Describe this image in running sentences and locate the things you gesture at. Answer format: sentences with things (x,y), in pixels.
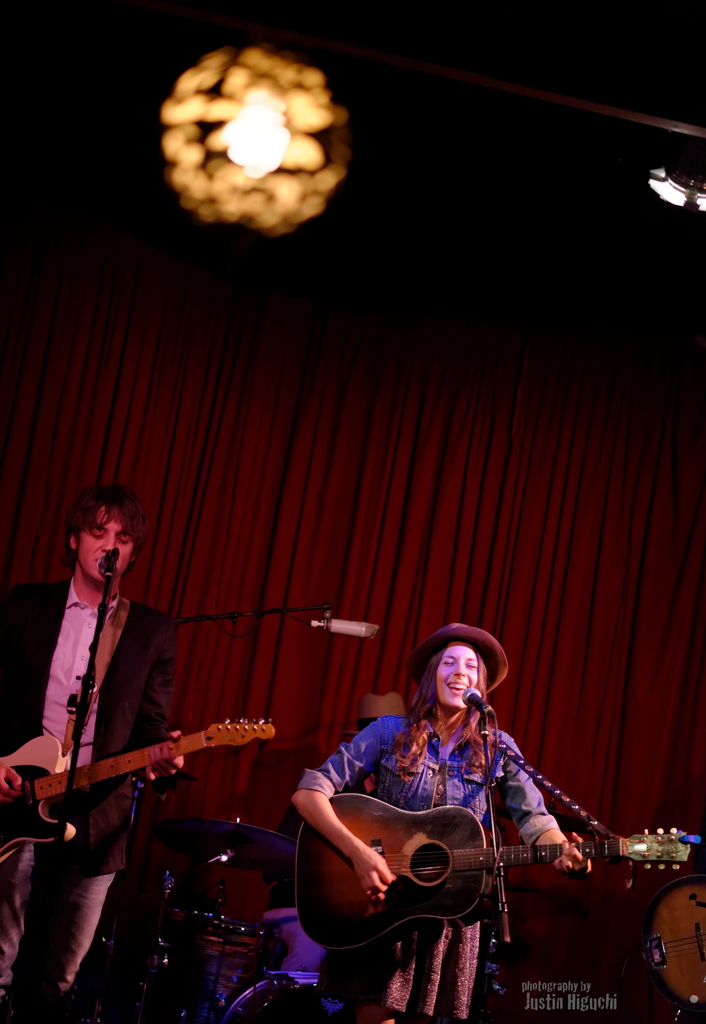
This 2 persons (57,872) are playing a guitar (169,747) in-front of mic (107,568). This is a red curtain (404,444). On top (233,168) there is a light (257,189). These are musical instruments (695,947).
